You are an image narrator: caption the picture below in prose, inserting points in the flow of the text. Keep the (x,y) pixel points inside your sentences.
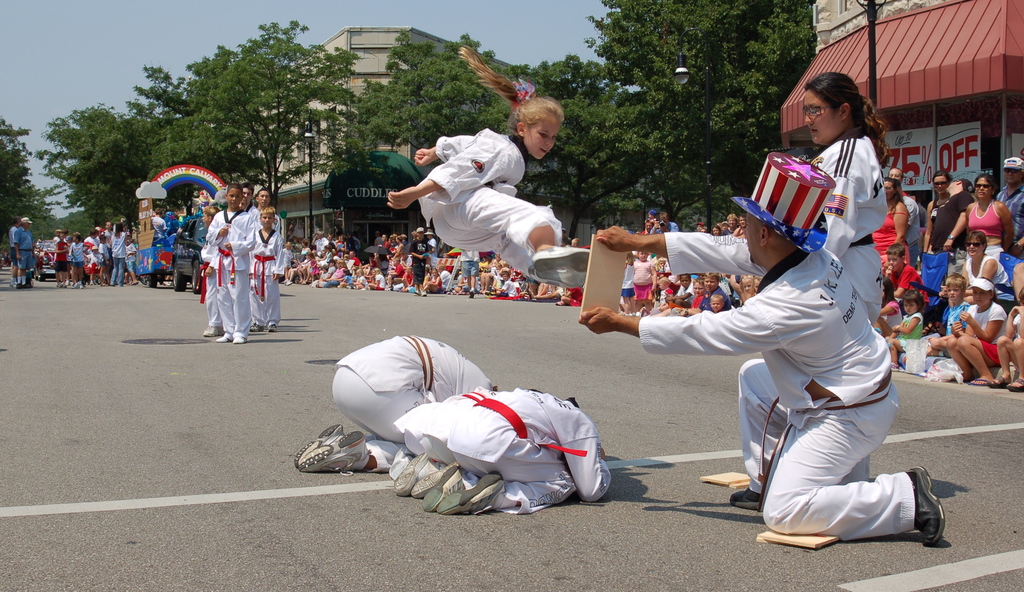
In this picture we can see a group of people (545,256), vehicles (164,263) on the road (337,302), trees (297,80), buildings (931,70), posters (915,131), some objects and in the background (222,35) we can see the sky (100,68).
